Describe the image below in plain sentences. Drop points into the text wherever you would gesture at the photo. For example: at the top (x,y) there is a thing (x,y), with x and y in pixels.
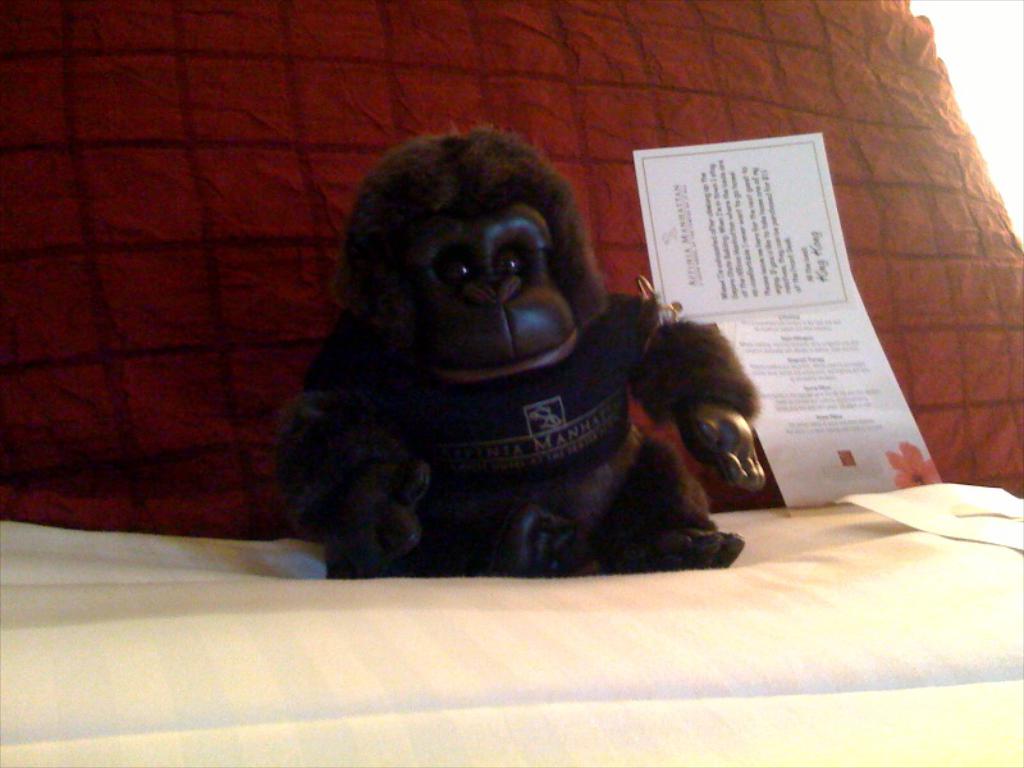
In this picture we can see a toy (641,337) and cards (742,167) on a cloth (652,605) and in the background (186,274) we can see a red pillow (985,285).
